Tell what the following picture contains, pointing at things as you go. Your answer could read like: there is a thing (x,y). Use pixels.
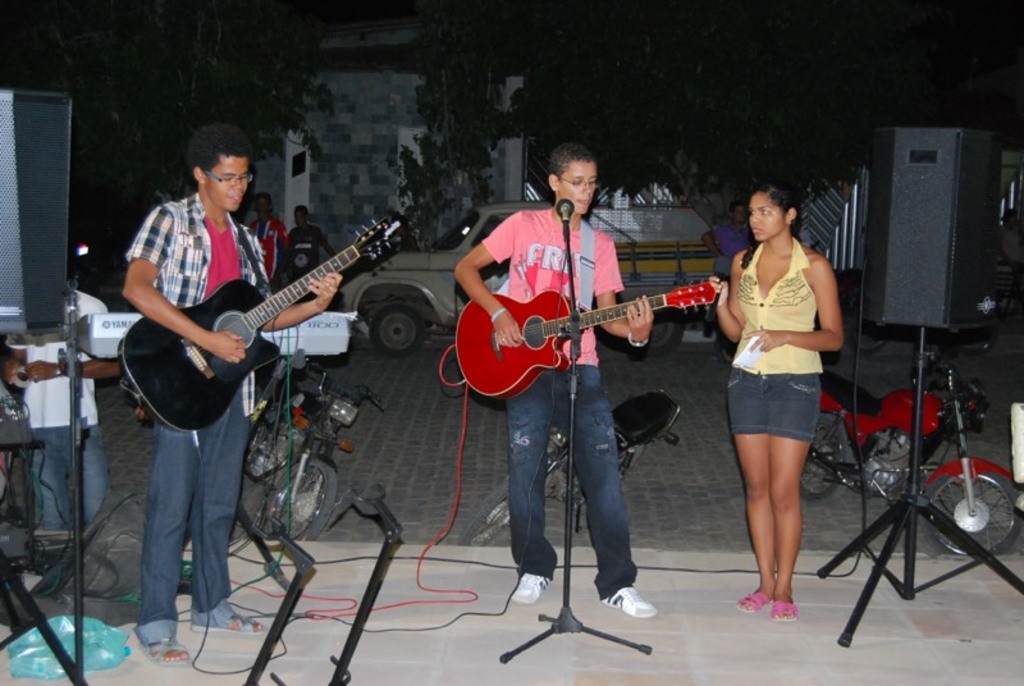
In this image we have a man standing and playing a guitar (473,318) another person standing and playing a guitar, woman (798,612) standing and at the back ground (688,324) we have a van (702,324), a bike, a room (292,168), three, persons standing and a speaker (66,174).
